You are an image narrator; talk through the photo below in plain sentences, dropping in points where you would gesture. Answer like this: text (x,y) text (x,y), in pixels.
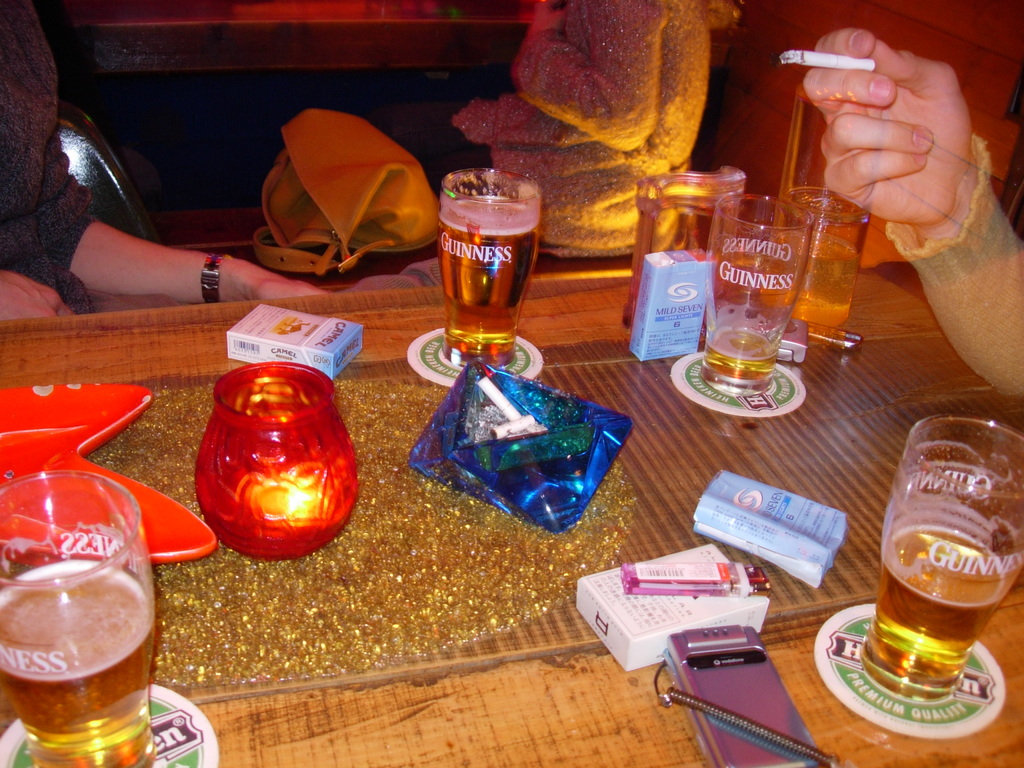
In this picture I can see a table (44,322) in front (147,380), on which I can see few glasses (92,732), an ashtray (419,443), few boxes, a lighter (660,567) and 2 mobile phones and I can see a red color thing (227,437). Around the table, I can see 3 persons (52,66) and I can see a person's hand (836,74) holding a cigarette (820,52).
